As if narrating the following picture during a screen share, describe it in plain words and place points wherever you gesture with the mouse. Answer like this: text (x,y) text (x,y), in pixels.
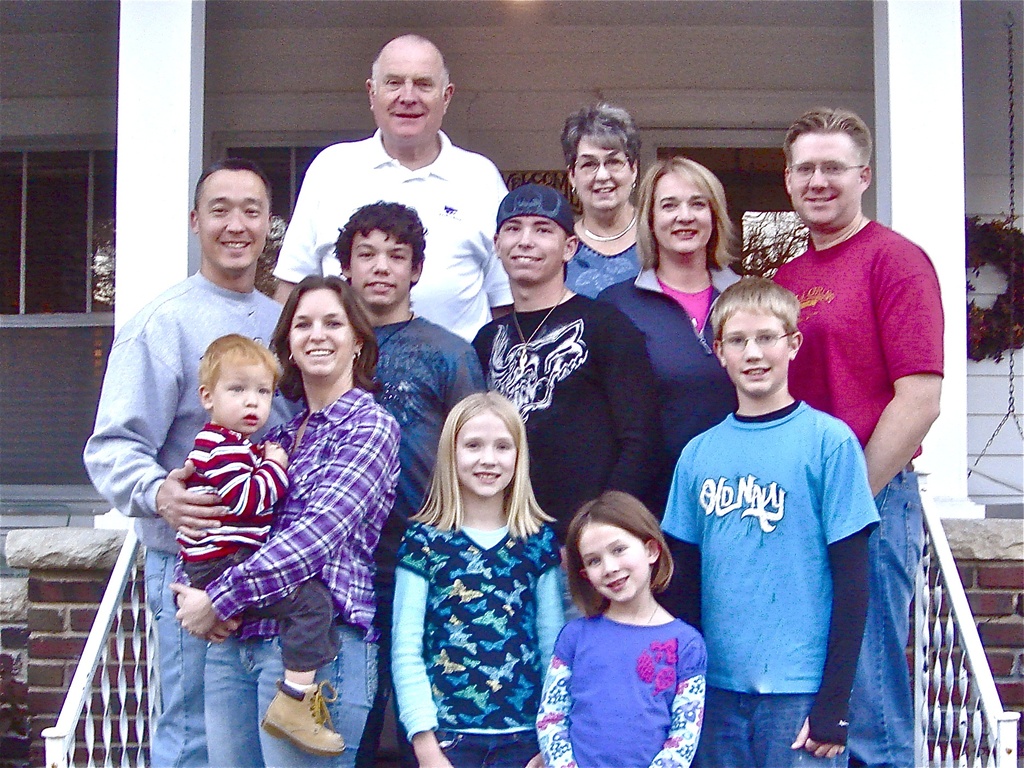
In this picture we can see a group of people (254,435) standing and smiling and a woman (278,653) carrying a child (265,482) and beside them we can see railings (921,691) and in the background (39,692) we can see pillars (192,98), walls (623,98), windows (15,251), chains (1010,120) and some objects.
